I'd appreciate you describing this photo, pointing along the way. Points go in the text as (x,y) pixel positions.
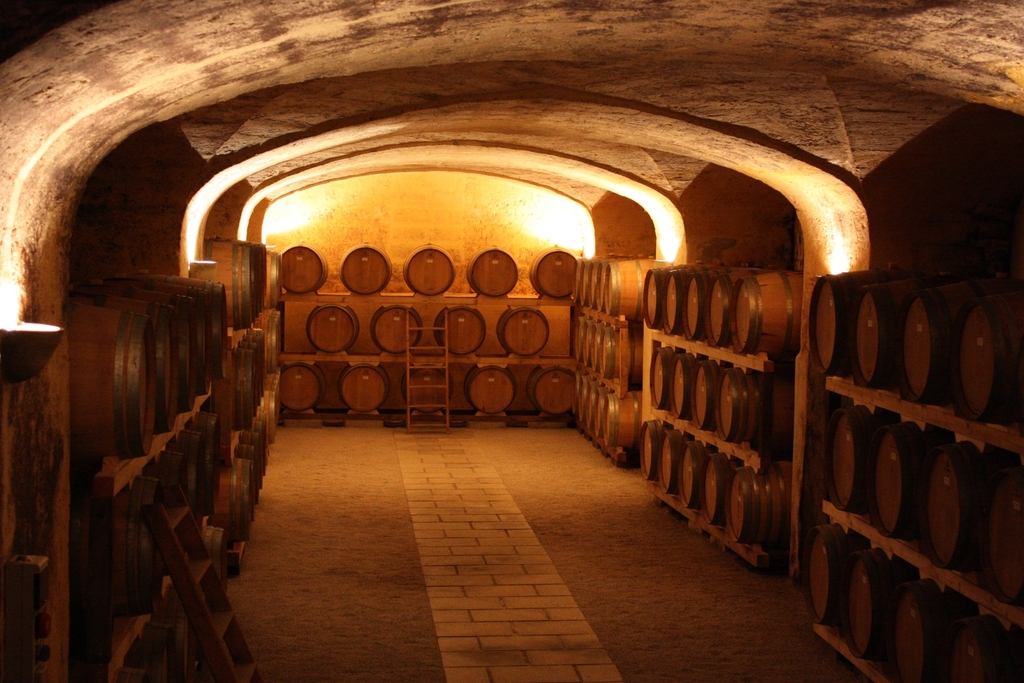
In this image, I can see the ladders (407,383) and there are wooden barrels (411,310) in the racks (540,361). At the bottom of the image (499,667), I can see the floor (538,560).
